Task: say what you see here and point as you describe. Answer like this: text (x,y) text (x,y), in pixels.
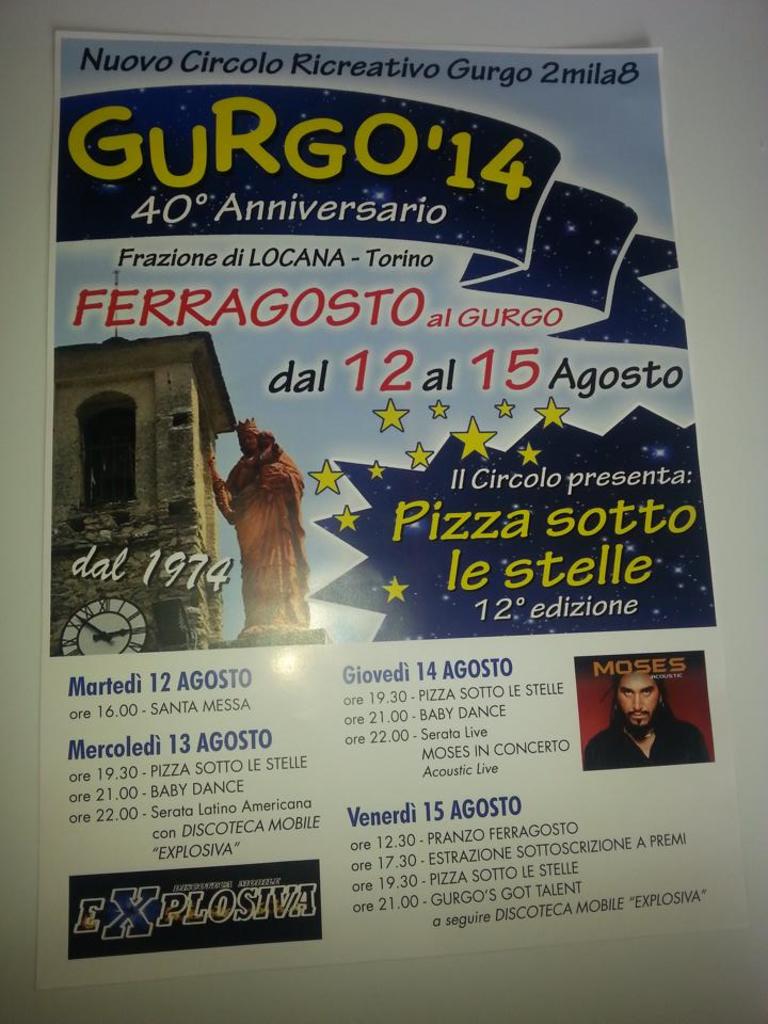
In this picture we can see a poster (245,569) with words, numbers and there are pictures (244,643) of a person (656,750), statue (255,527) and a clock tower (165,493) on it.
